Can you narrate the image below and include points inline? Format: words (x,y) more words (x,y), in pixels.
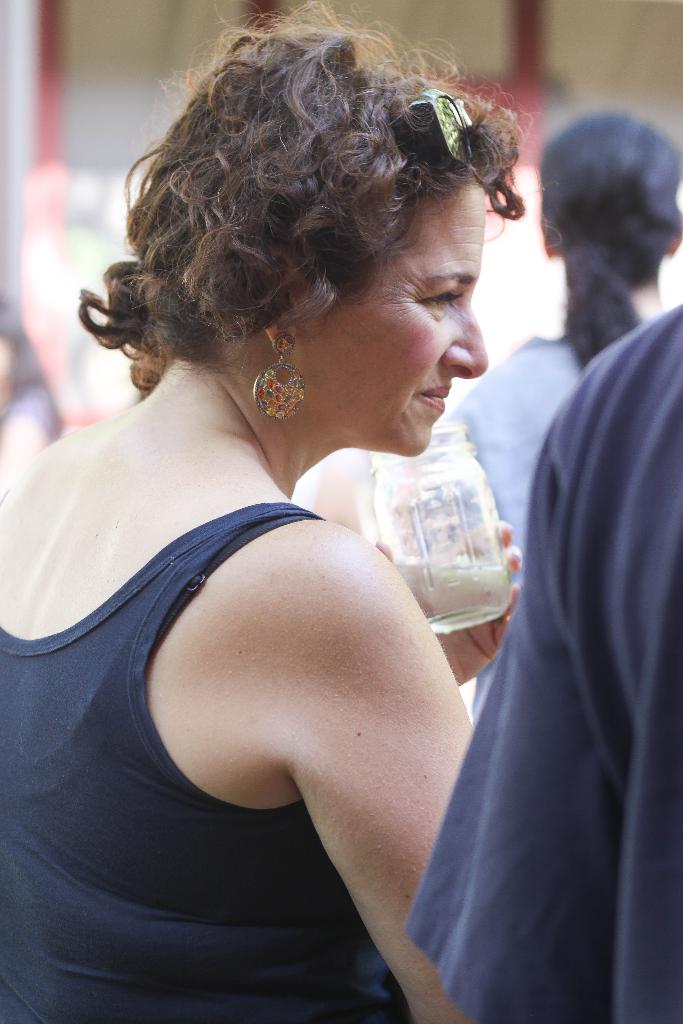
In this picture we can see the group of people (379,660) and a glass jar (437,487). In the background (108,194) we can see some other items (658,87).
